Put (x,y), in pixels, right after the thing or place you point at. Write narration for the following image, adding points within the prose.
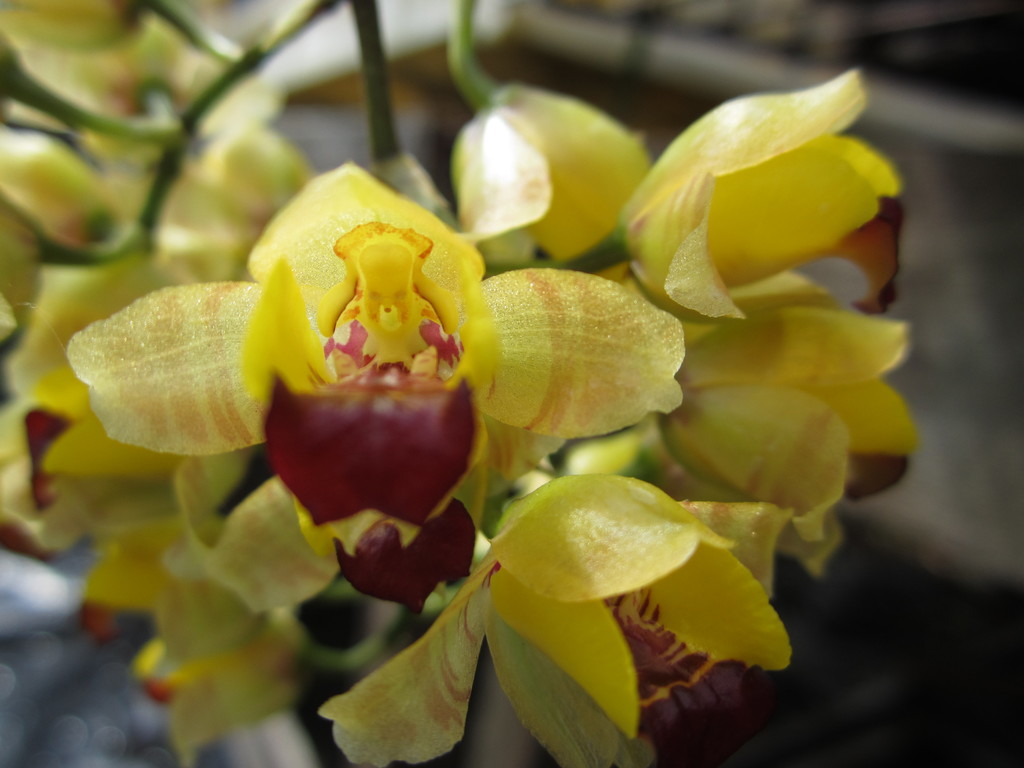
There is a plant (378,104) having yellow color flowers (796,178). And the background (338,144) is blurred.
